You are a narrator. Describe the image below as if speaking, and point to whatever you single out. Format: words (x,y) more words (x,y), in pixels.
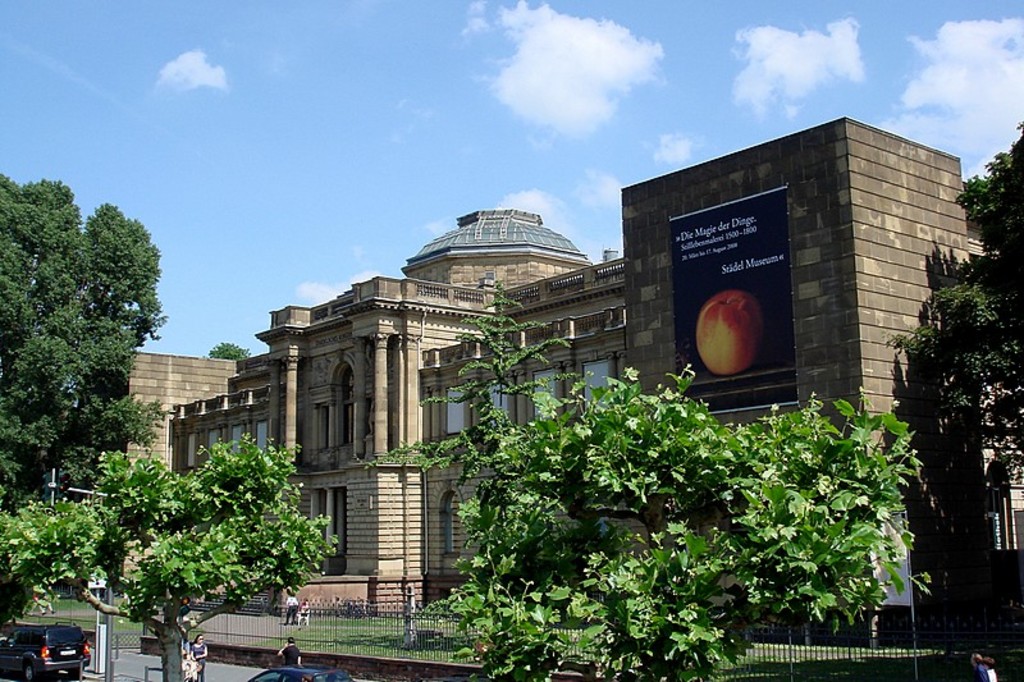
Here there is a building (409,442) with windows (461,424) and poster (731,334) on it, here there are trees (497,459), this is sky (365,152).
